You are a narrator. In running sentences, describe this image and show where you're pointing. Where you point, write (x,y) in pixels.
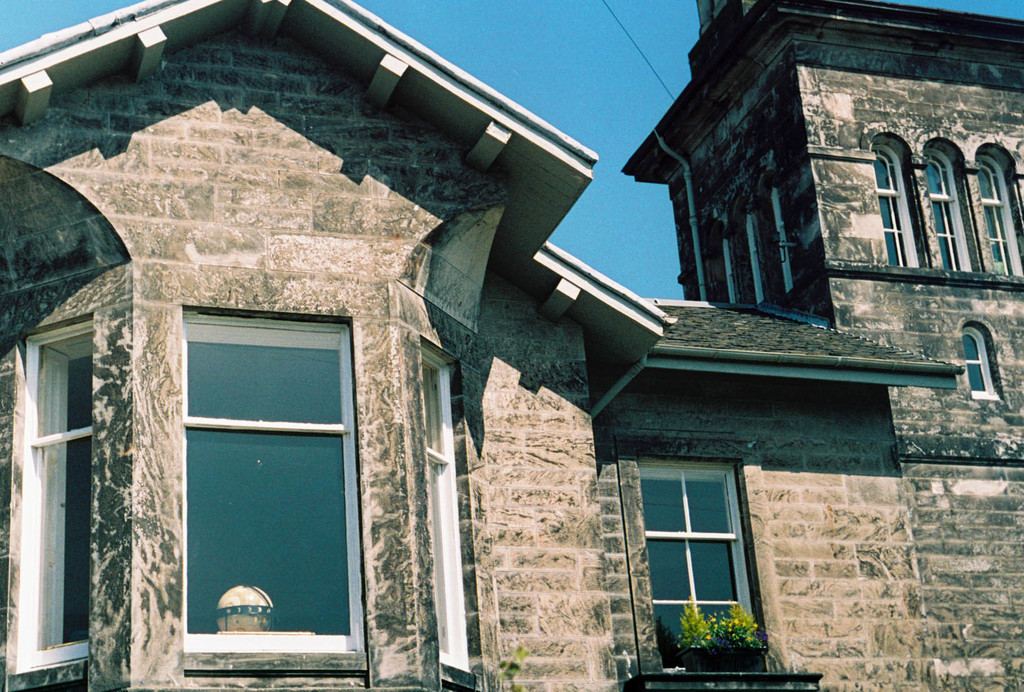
In this image we can see a building (891,238) with windows (332,554), two plants (688,624), roof (574,175). In the background (626,94) we can see the sky (598,90).
